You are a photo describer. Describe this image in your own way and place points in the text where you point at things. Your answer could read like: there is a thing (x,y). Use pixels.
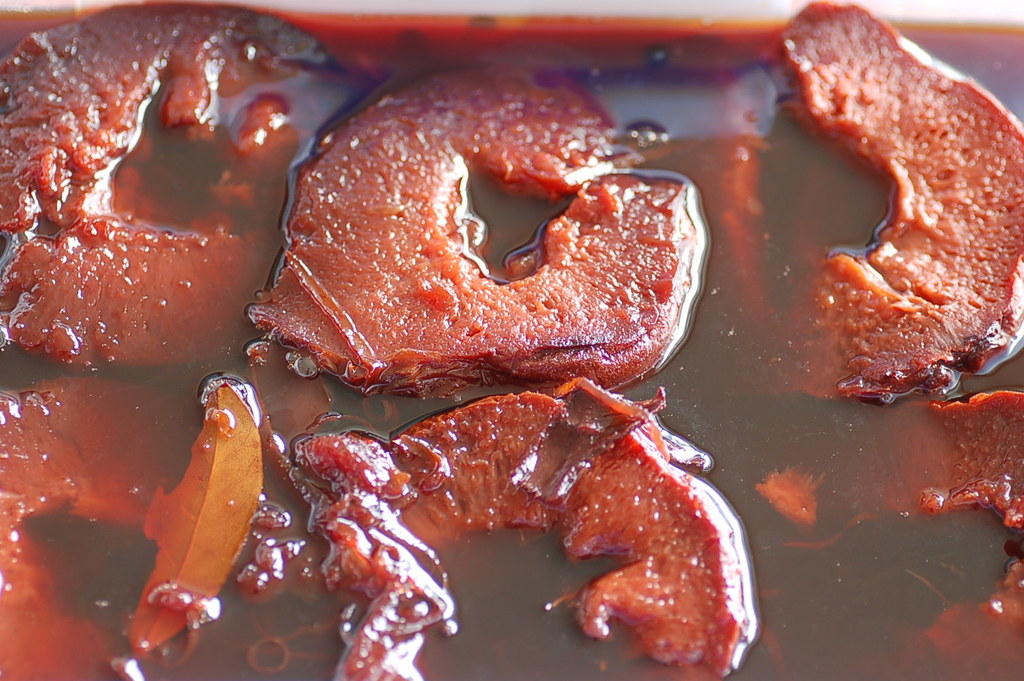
In this image we can see a food item (866,308).
